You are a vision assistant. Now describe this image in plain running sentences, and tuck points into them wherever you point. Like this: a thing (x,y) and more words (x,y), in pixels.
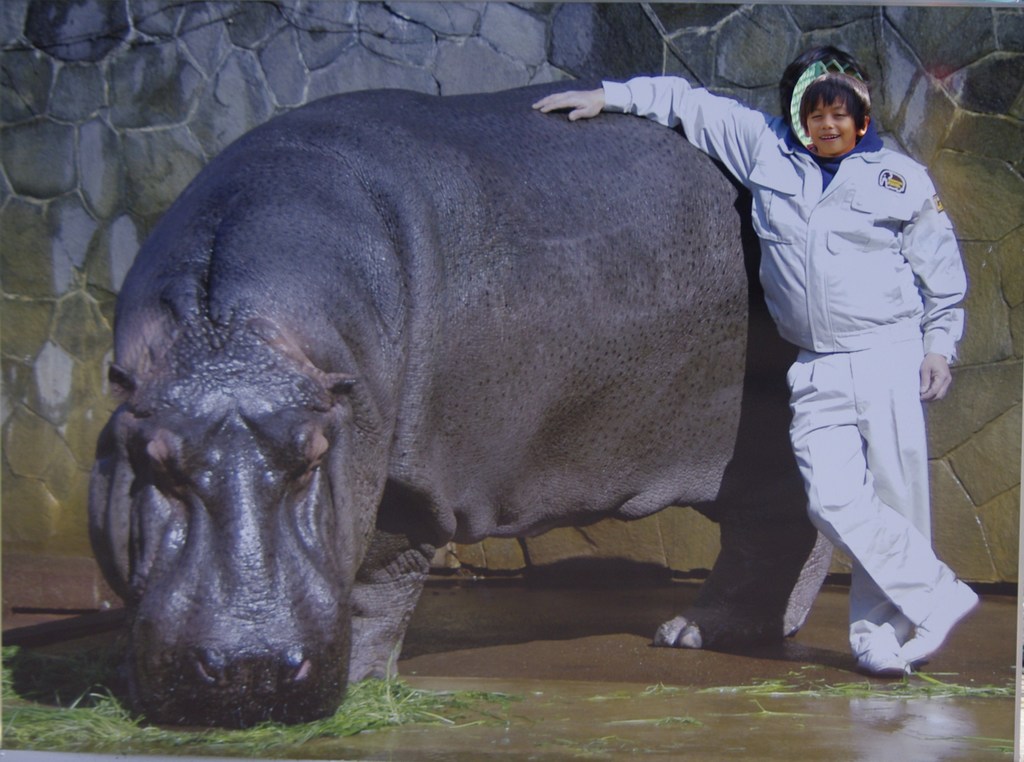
In the image on the brown color floor (570,658) there is a hippopotamus (376,577) is standing. And it is eating the grass (130,724) which is on the floor (126,742). Beside that there is a person (824,441) with a white dress (840,182) is standing. Behind them in the background (70,214) there is a stone wall (962,122).
